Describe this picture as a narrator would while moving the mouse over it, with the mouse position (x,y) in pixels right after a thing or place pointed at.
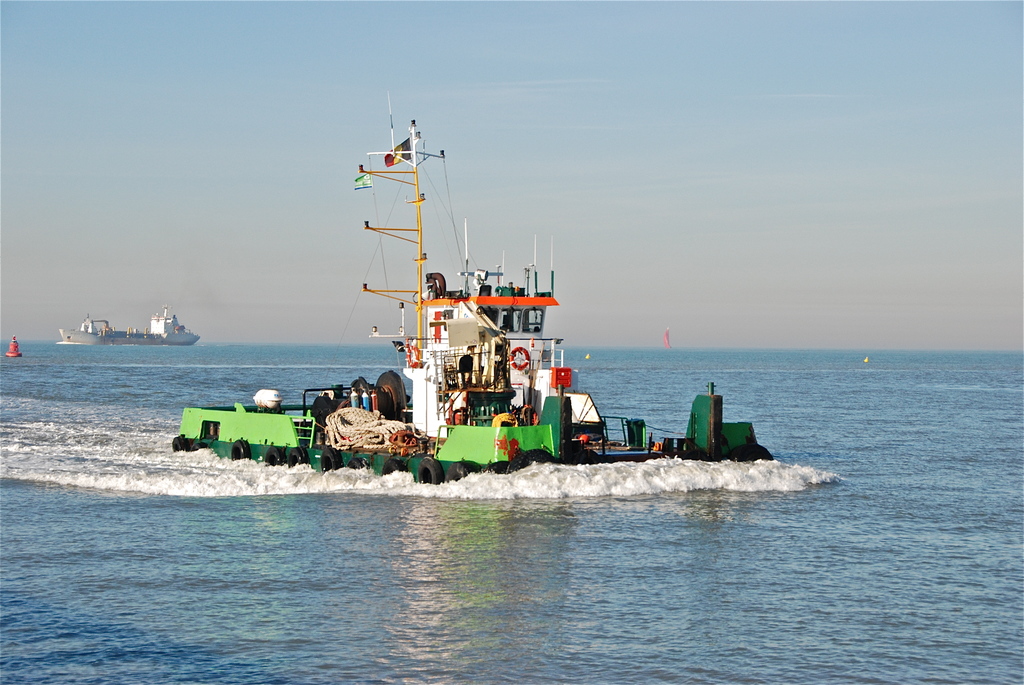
This picture consists of ship (361,461) in the middle of the ocean (270,473) and in the ship (395,373) there are objects (468,394) and ropes (361,412) visible, at the top (824,140) I can see the sky (837,164) and on the left side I can see another ship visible on the ocean (46,401).
